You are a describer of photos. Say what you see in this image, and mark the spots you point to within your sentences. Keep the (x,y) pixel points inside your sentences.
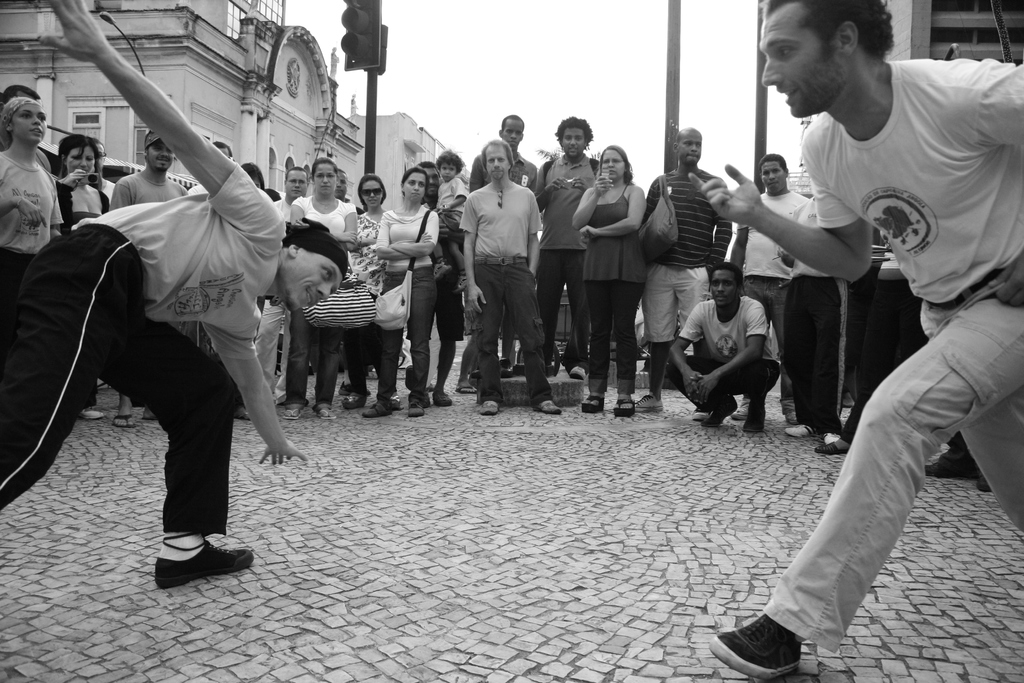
It looks like a black and white picture. We can see there are two people (82,274) are dancing a group of people (327,326) are standing and a person (734,369) is in squat position. Behind the people (265,269) there is a pole (369,126) with traffic signal (378,51), building (220,101) and a sky (524,65).
